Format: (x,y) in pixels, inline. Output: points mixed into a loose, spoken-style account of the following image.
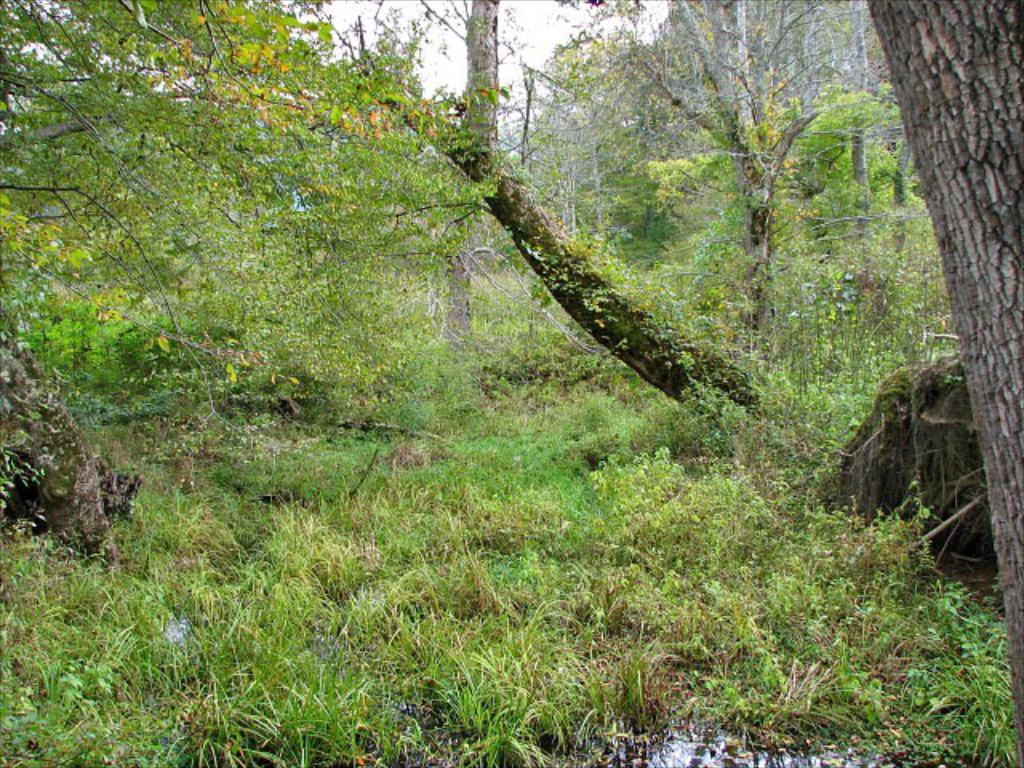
In this image there are trees (148,52). At the bottom (372,657) there is grass (472,616). In the background (535,64) there is sky (512,56).
